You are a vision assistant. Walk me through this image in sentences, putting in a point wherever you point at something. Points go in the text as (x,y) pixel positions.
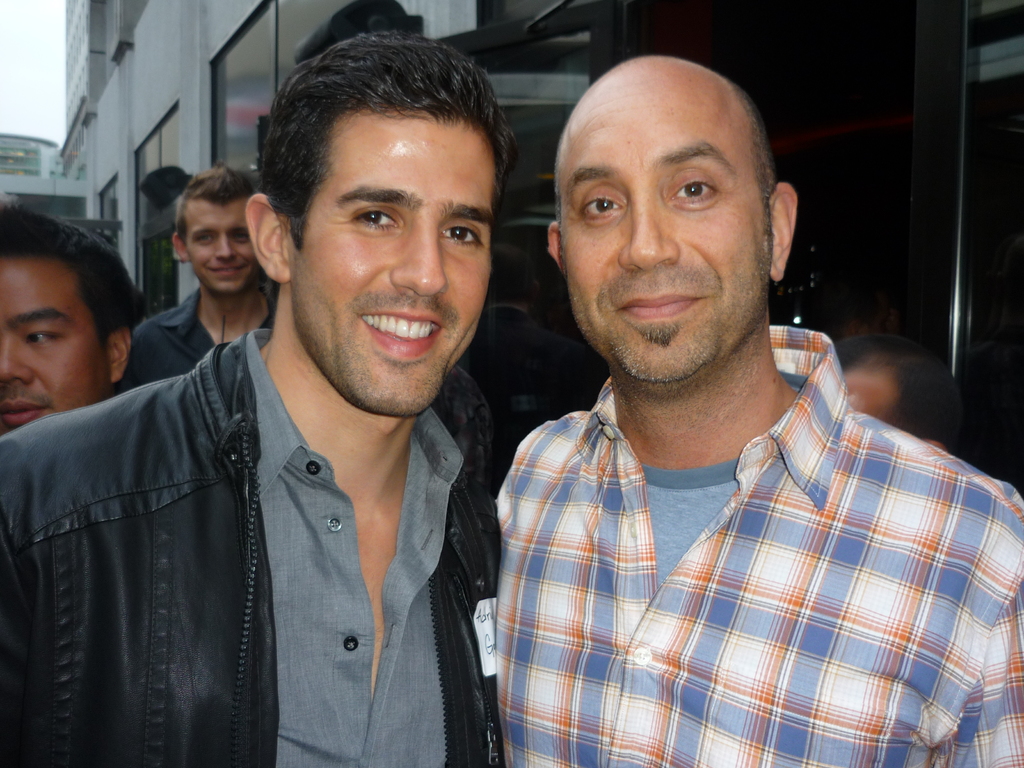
In this picture we can see there are groups of people (138,435) standing and behind the people (43,246) there are buildings (71,153) and a sky (23,76).
